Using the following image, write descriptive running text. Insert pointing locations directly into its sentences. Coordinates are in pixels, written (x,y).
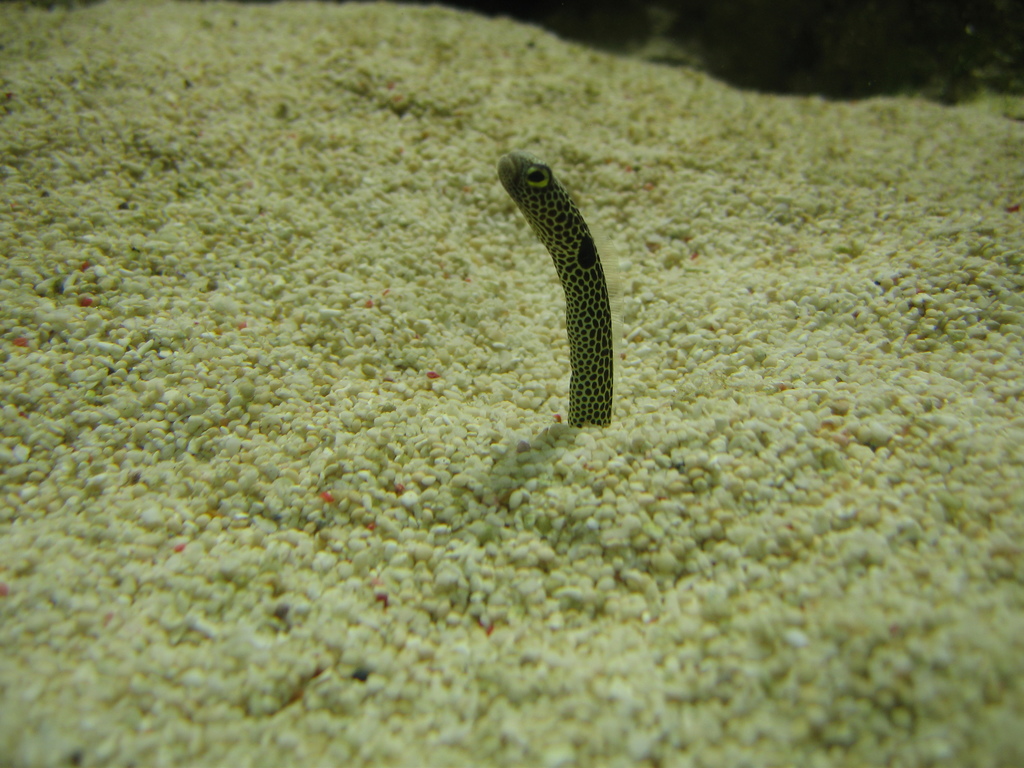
In this image I can see stones (543,327) and in the centre of the image (588,273) I can see an animal (555,220).
